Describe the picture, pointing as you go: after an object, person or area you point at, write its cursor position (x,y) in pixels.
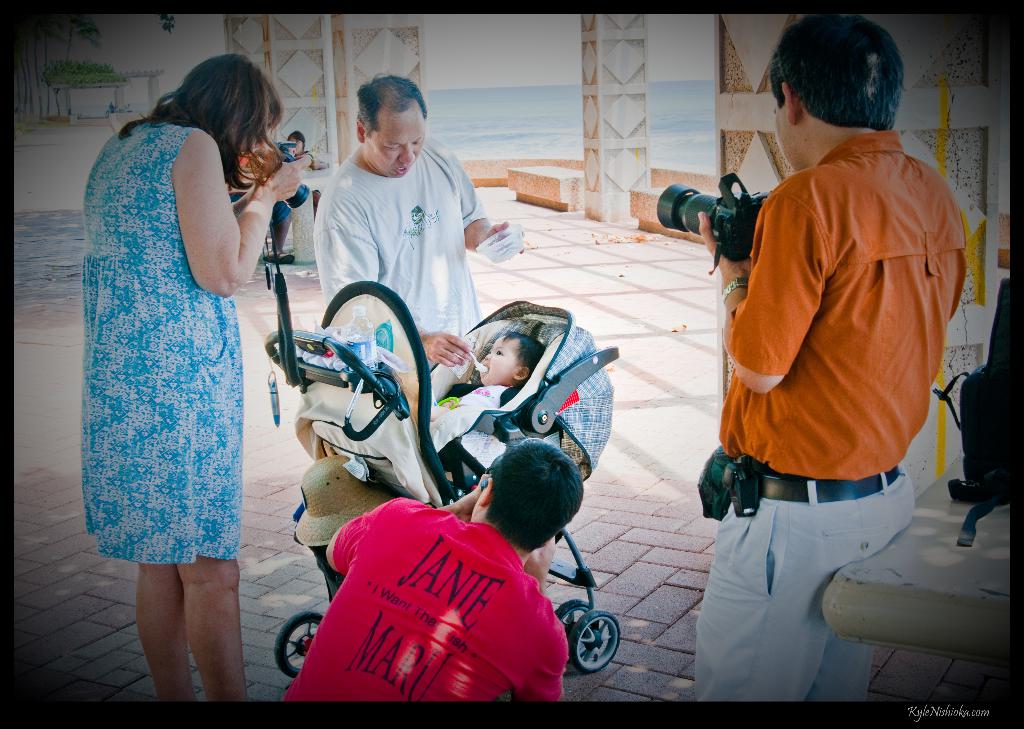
In this picture there is a baby (454,409) in a baby vehicle (383,402). Beside the vehicle (347,352) there is a person (425,201) feeding the baby (480,385). Before the baby (487,398) there is a woman (88,259) in blue dress (225,298) taking the picture with the camera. At the bottom (376,533), there is another man (354,579) in red t shirt (421,618). Towards the right (793,499), there is a man (767,374) in orange shirt (764,213) and he is holding a camera (731,235). In the background (640,119) there are pillars (424,83) and water (488,100).
